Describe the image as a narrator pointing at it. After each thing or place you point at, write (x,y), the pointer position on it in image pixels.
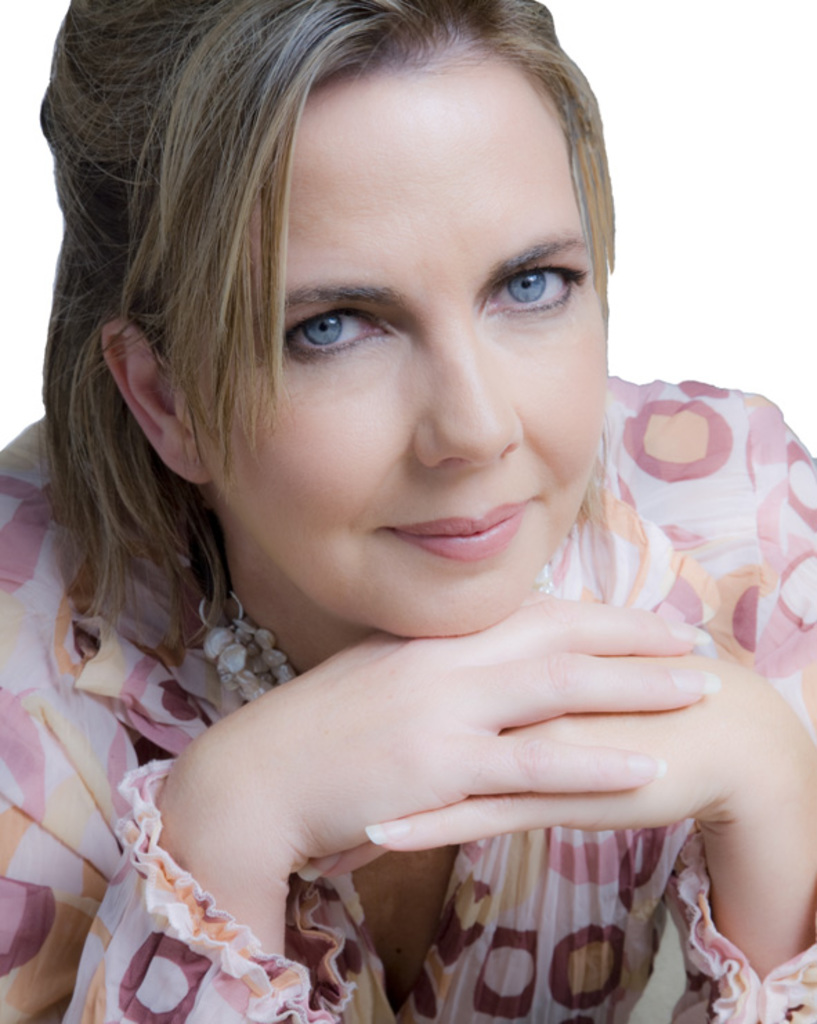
In this image, we can see a woman (653,618) wearing a pink and yellow color dress (700,530). In the background (710,77), we can see white color.
